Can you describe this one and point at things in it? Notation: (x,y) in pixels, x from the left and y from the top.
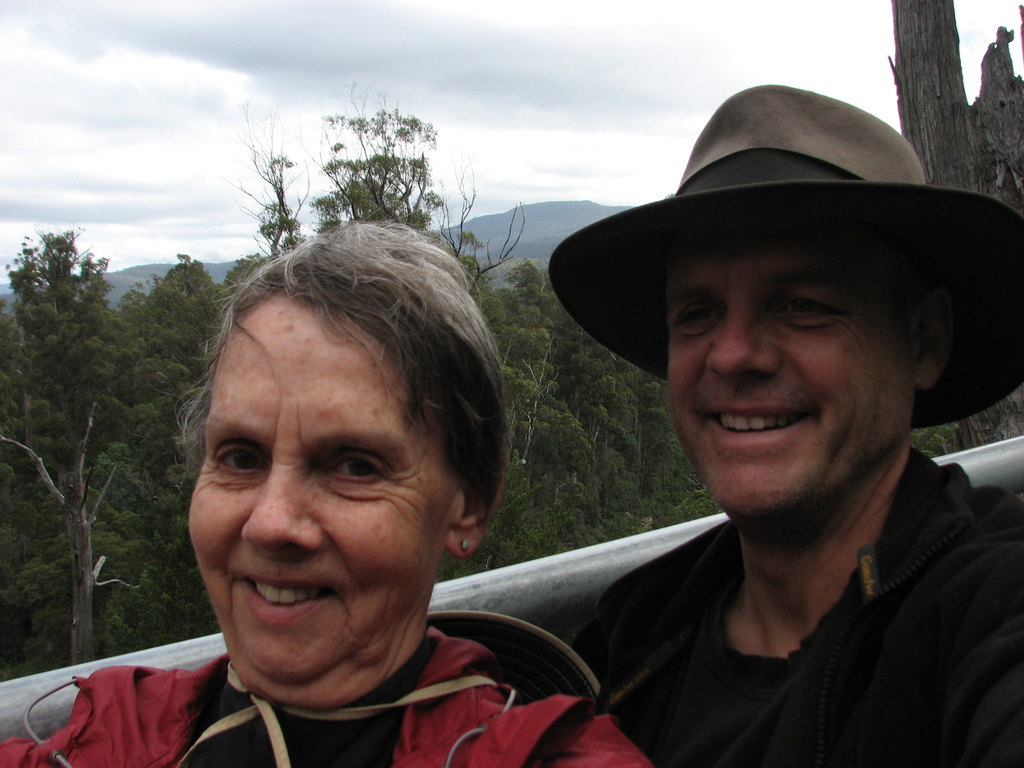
In this image we can see there are persons (705,438) and a rod (172,654). And at the back (156,630) there are trees (523,278), Mountain (542,237) and a sky (454,73).
